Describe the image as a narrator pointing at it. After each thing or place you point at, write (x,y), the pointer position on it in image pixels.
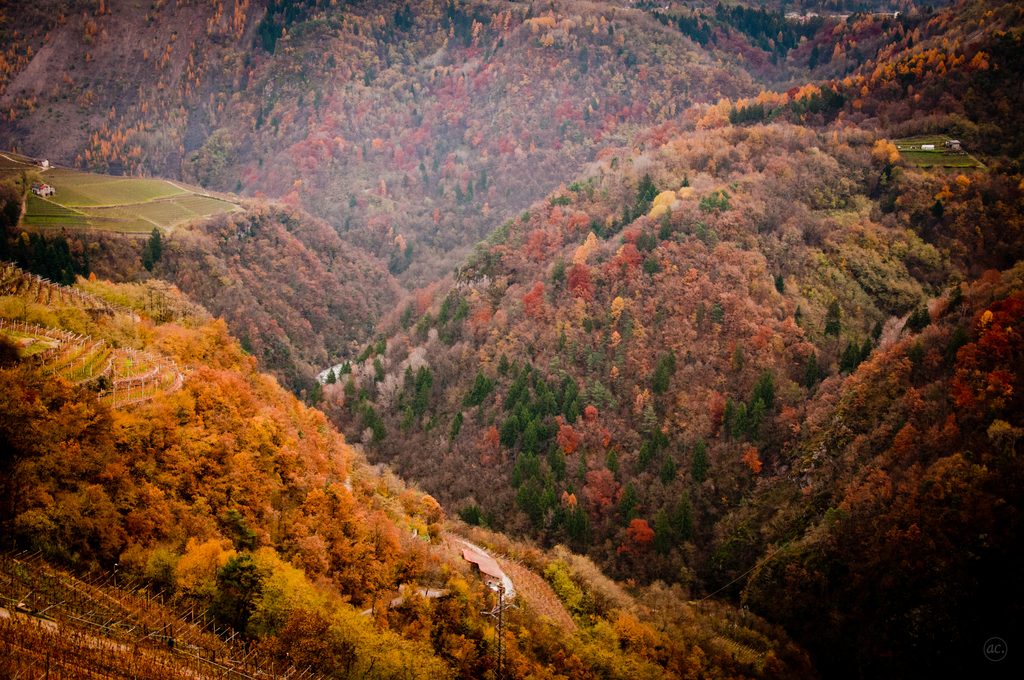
In this image there are mountains (333,163) and trees (507,316).
